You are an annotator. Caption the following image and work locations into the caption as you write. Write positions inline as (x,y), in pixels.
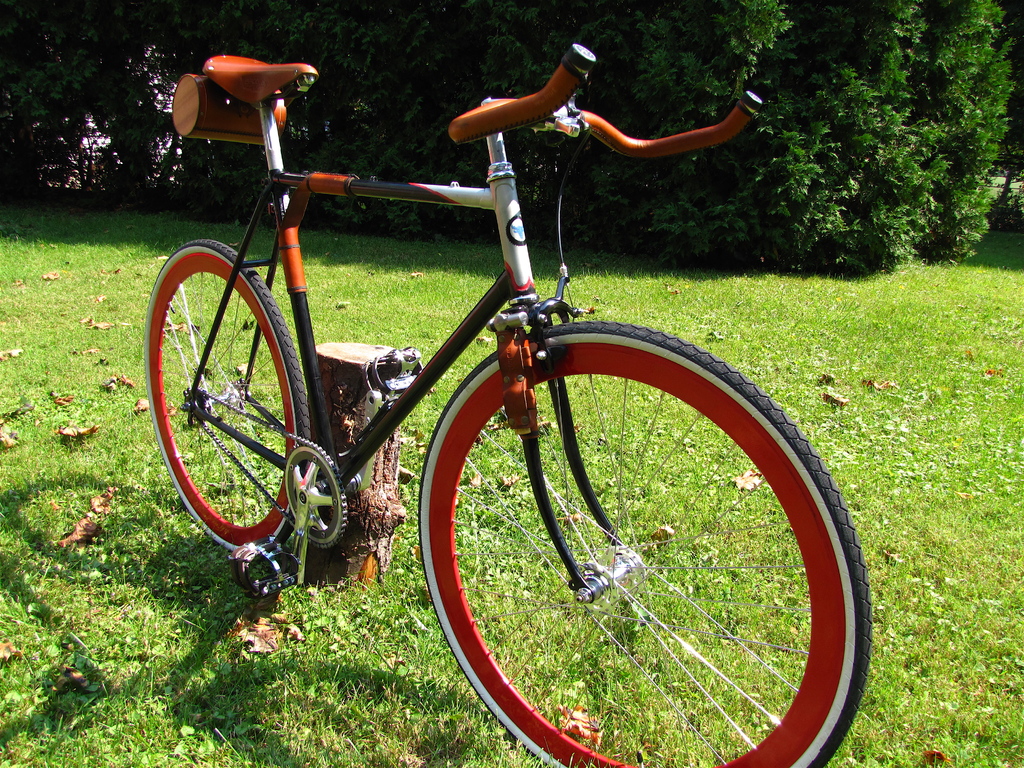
In this image, we can see a bicycle (426,533) is parked on the grass (579,648) near the wooden pole (363,492). Top of the image (184,153), we can see so many plants (463,157).
